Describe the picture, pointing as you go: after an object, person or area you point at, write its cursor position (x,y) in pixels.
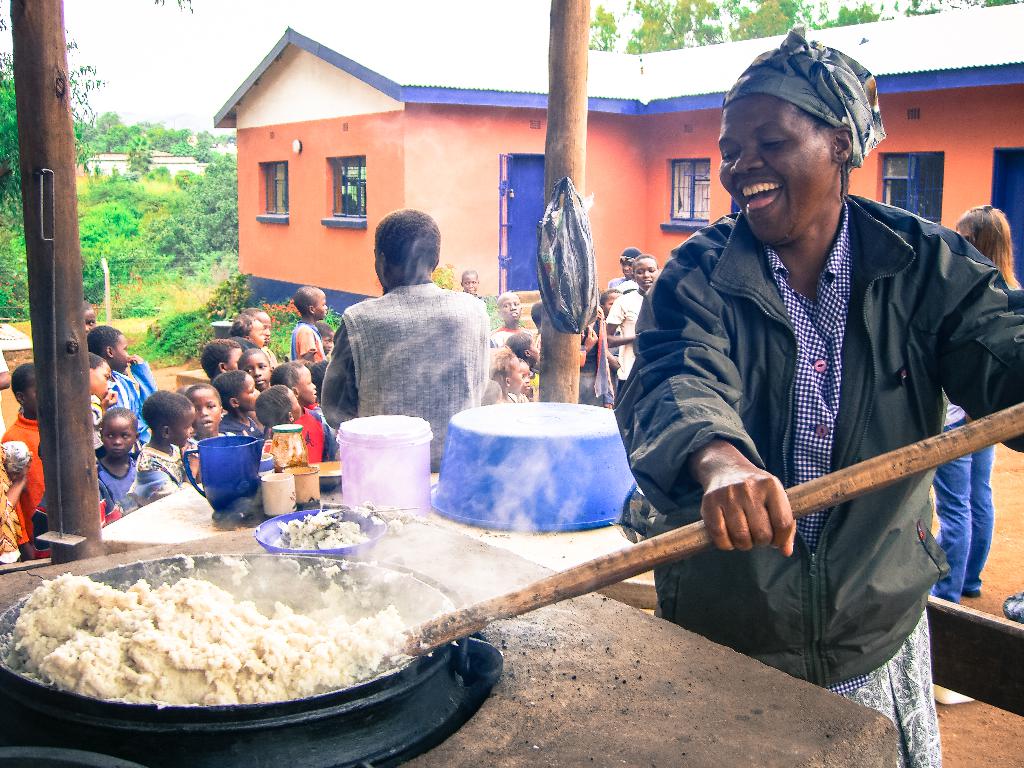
Here we can see a person (921,695) cooking food (95,691). There are bowls (271,539), jug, bottle (276,455), cups (287,498), and containers (472,470). In the background (440,396) we can see group of people (617,350), poles (40,98), house (446,235), plants (282,336), trees (233,211), and sky (380,24).
